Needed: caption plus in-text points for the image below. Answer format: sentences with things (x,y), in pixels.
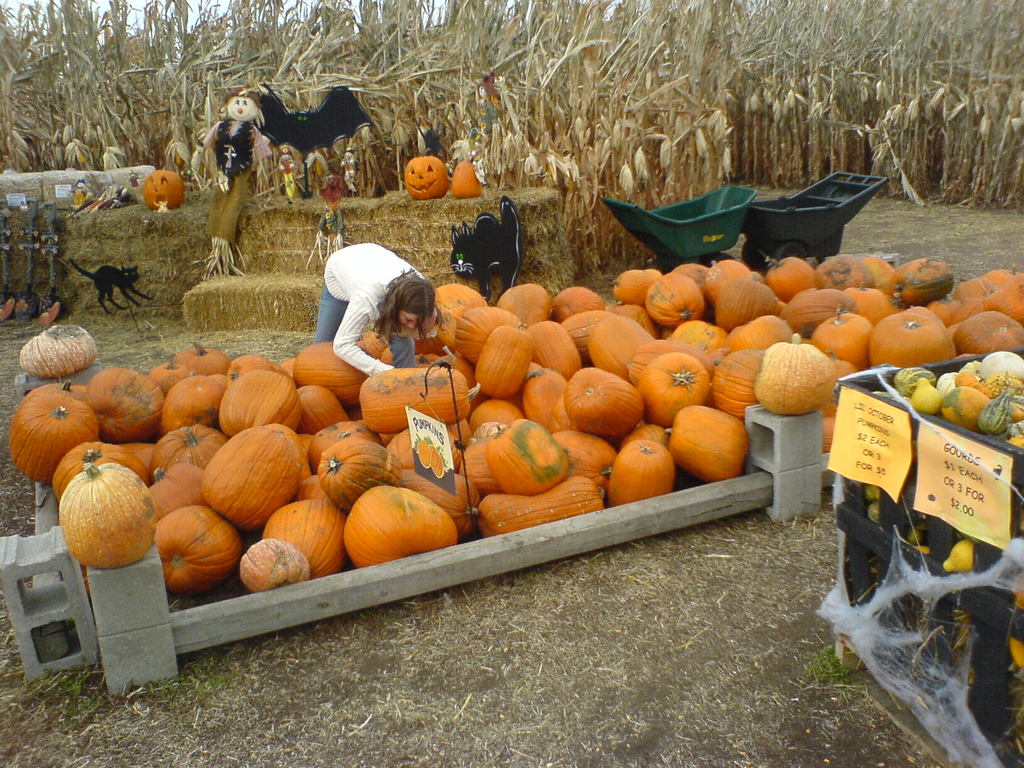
In this image we can see some pumpkins (338,419) on the ground (808,592) and some other fruits (908,381) in a box (906,518), we can see few carts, plants (657,121) and some other objects (124,277).
